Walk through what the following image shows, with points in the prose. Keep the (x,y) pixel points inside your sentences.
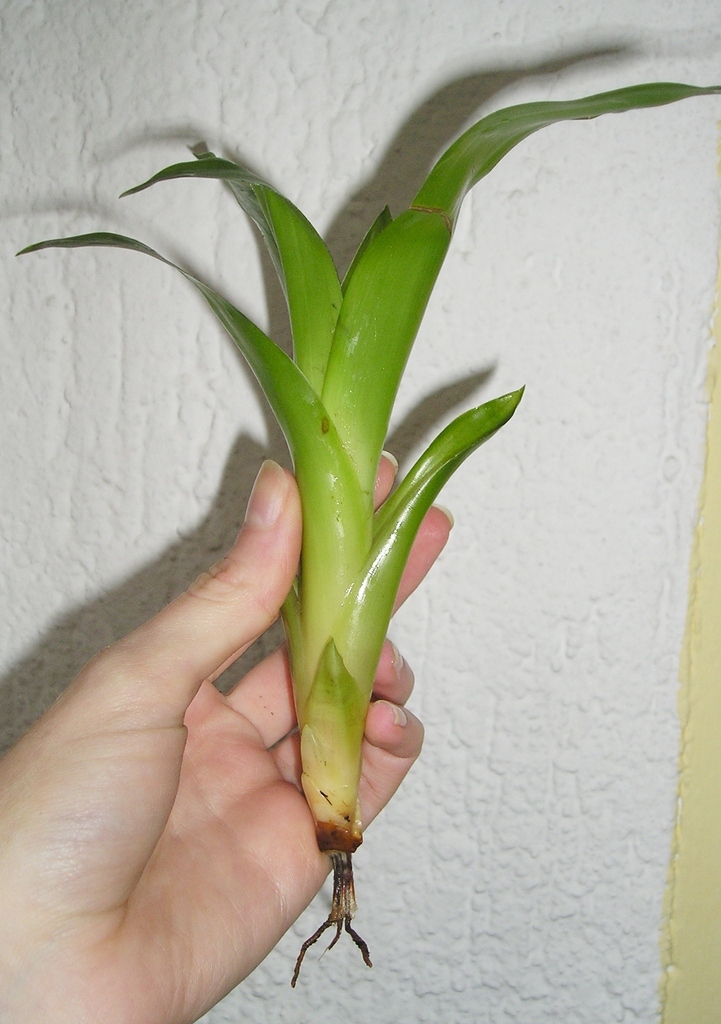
In this image I can see the person (192,895) is holding the green color plant (363,439). Background (717,571) is in white and cream color.
